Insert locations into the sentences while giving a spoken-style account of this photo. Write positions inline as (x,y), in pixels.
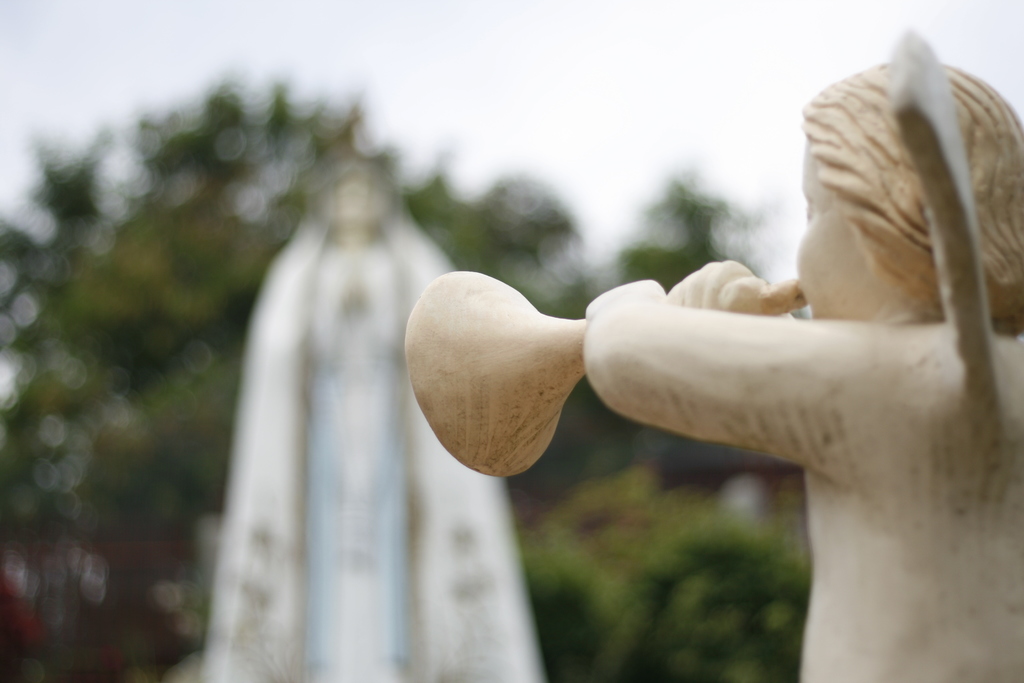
In this image I can see a cream colour sculpture (709,391) on the right side (820,679). In the background (726,672) I can see few trees (446,250), in white colour thing (386,273) and I can see this image is little bit blurry in the background (433,258).
